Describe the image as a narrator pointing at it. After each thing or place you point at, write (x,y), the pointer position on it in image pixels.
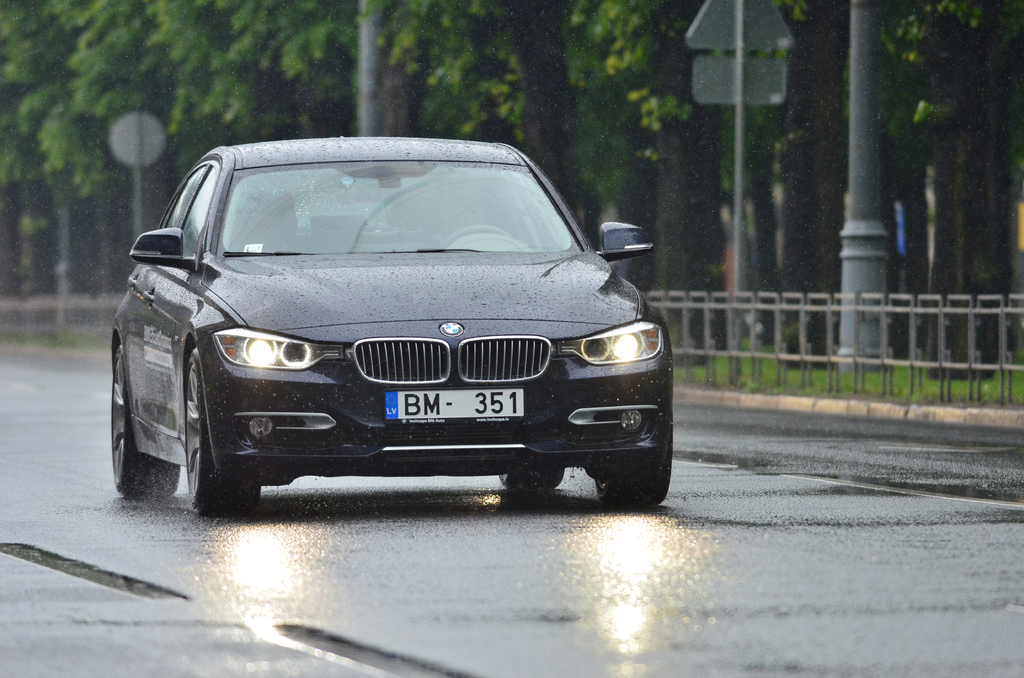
In this image there is a car (323,263) passing on the road (121,549), on the other side of the road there is metal fence (830,331), on the other side of metal fence (703,304) there are sign boards (700,99), lamp posts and trees (170,183).
